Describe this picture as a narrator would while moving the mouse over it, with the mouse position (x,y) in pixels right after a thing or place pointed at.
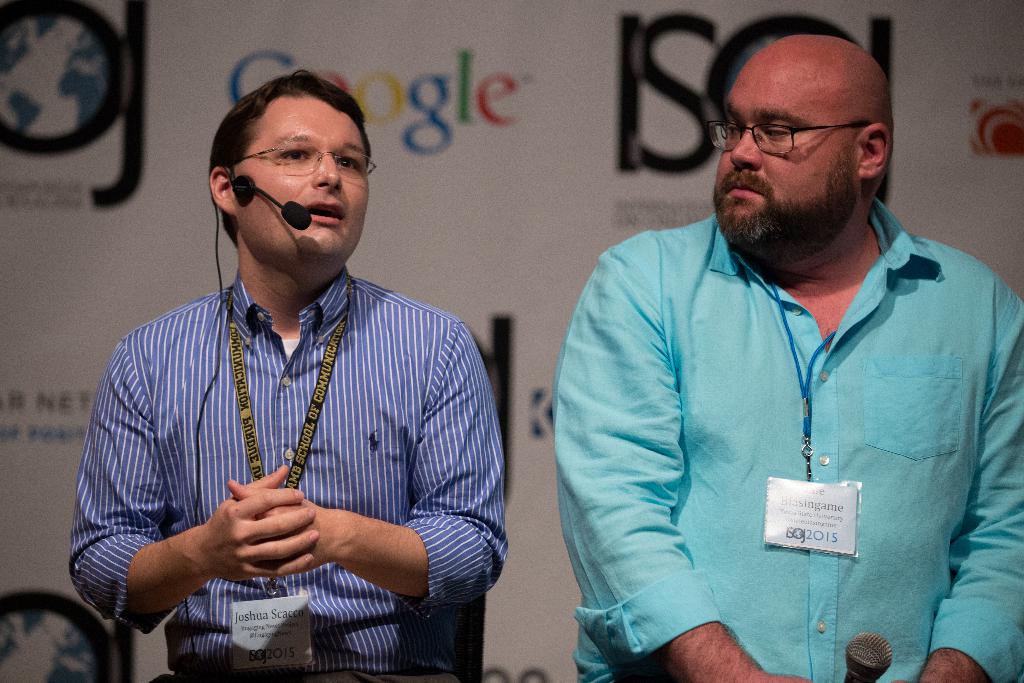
In this picture there are two men (691,668) in the center of the image (522,452) and there is a poster (483,299) in the background area of the image (388,122).
